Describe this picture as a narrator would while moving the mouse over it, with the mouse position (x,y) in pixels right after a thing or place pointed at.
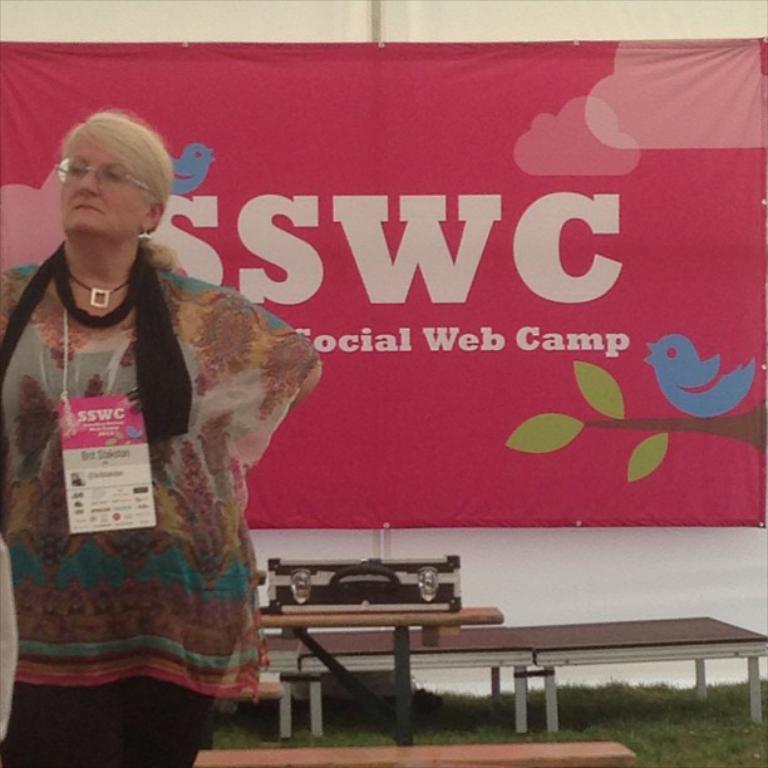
In this image I can see on the left side (48,655) a woman (307,362) is standing, she wore dress (237,469) and also an Id card (99,422) in pink color behind her there is a back ground cloth (528,324) in pink color. At the bottom (553,765) there are benches (723,649) on the grass (723,758).
